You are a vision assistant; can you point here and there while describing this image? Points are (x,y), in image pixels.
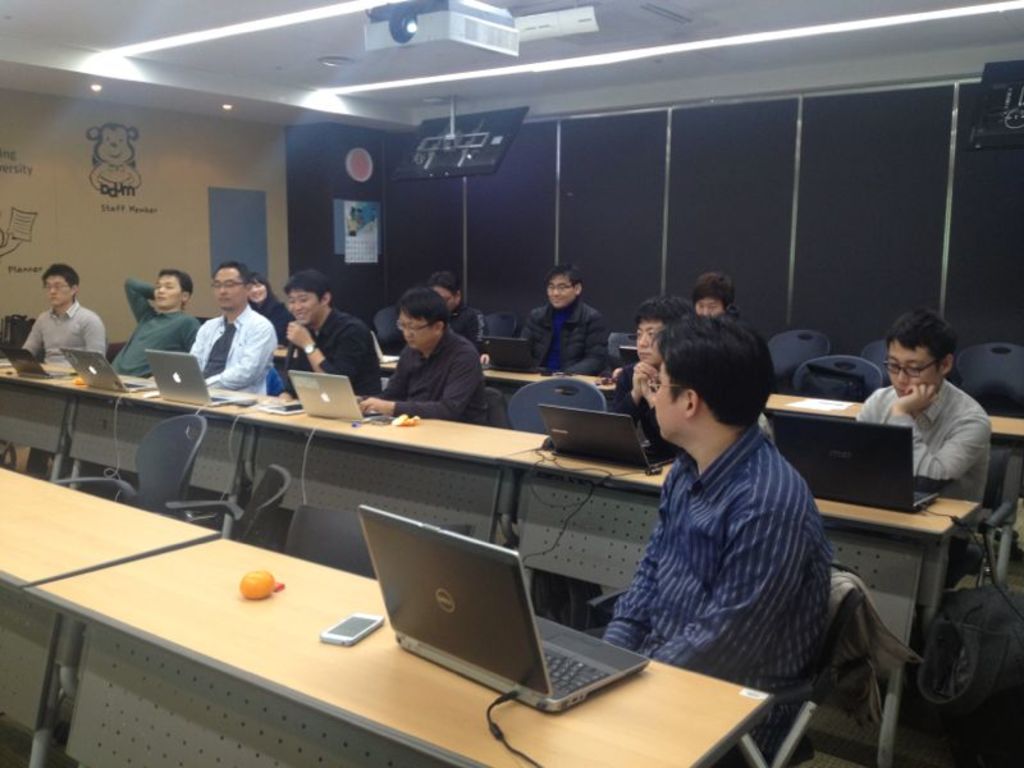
In this image i can see number of people (362,345) sitting on chairs (494,415) in front of a desk (296,416), On the desk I can see few laptops (298,383) and few wires (937,512). In the background (193,198) i can see the wall (154,205), the ceiling (763,48), lights (678,48) and the projector (420,42).
